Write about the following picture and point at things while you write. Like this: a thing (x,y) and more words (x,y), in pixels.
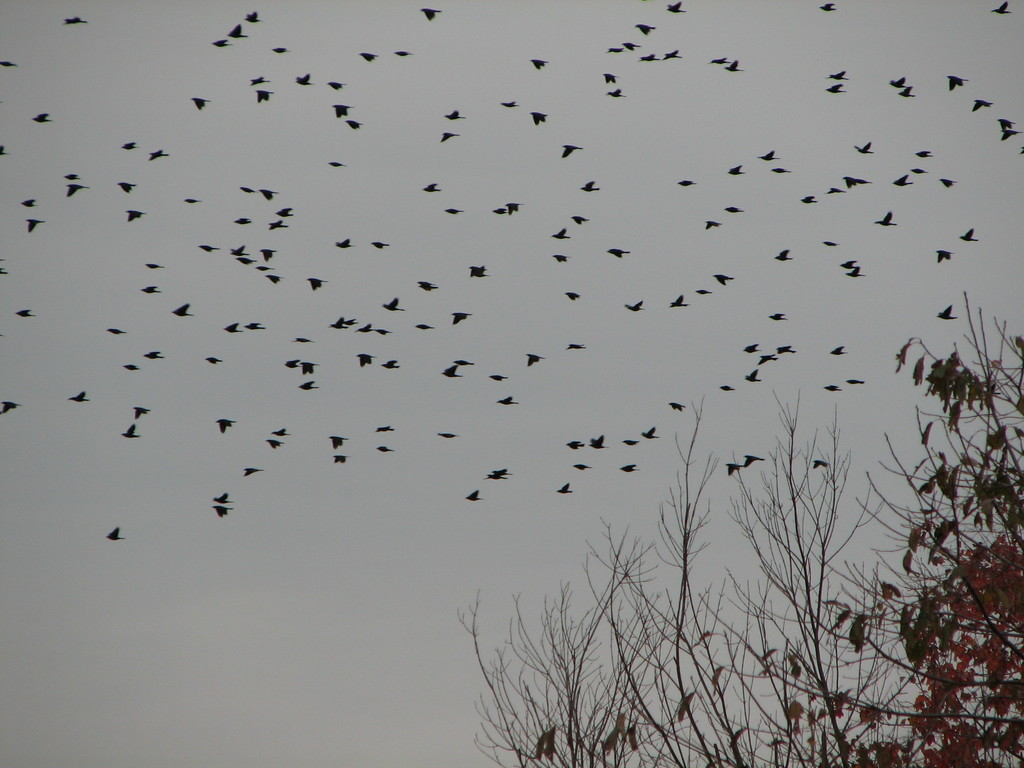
In this picture we can see birds (988,103) which are flying. On the bottom right (828,529) we can see trees (930,645). Here we can see sky (293,576) and clouds (299,558).
